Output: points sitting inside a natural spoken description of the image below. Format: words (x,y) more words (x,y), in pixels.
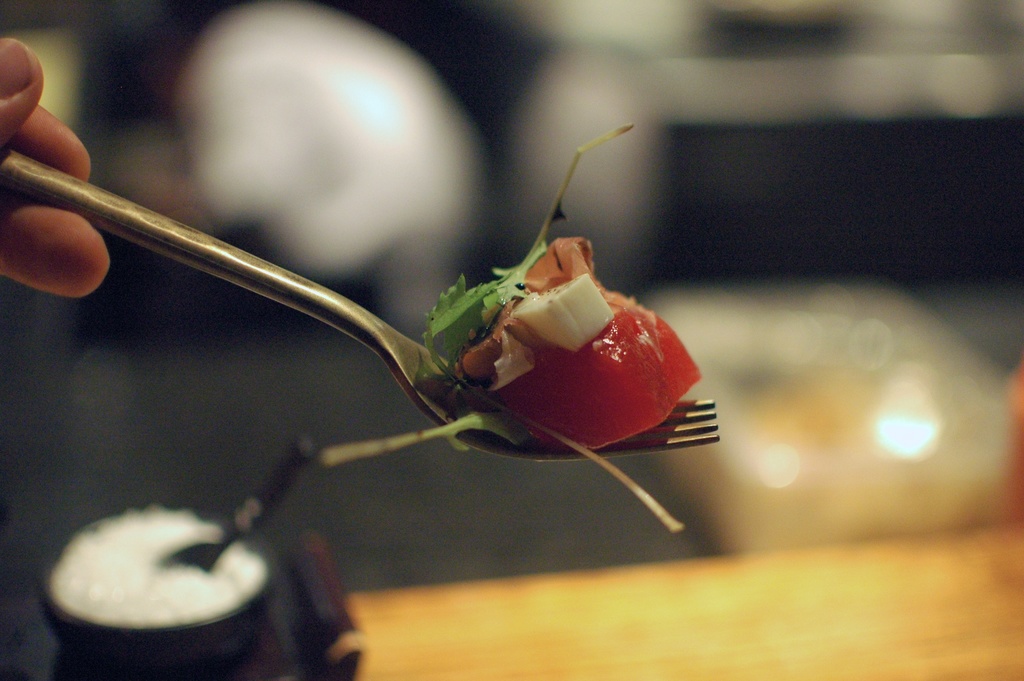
In this image we can see the hand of a person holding a fork (488,400) containing some food (622,354) on it. On the backside (880,625) we can see a table (516,612) and a bowl (182,608) with a spoon (221,551) in it.
